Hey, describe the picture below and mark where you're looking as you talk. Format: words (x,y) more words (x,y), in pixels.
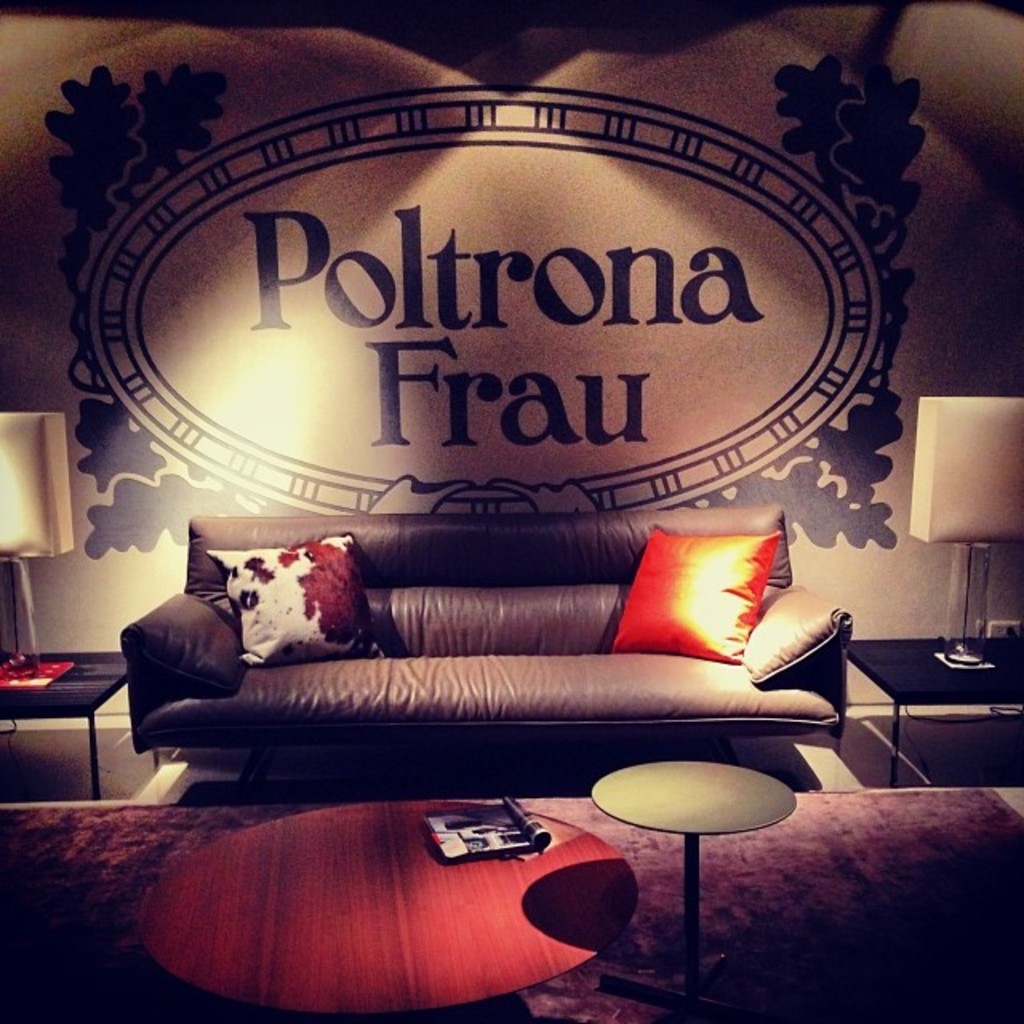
the picture is inside a room (578,697). The room (165,784) consists of a sofa (744,648), two side table (895,653) on its both side. On the table (938,695) there are table lamps (933,475). In front of the sofa (175,605) there is a table (522,895). On the table (419,900) there is a book (480,829). There is a carpet (874,861) on the floor (846,836). On the background (658,301) there is a wallpaper (311,340).
